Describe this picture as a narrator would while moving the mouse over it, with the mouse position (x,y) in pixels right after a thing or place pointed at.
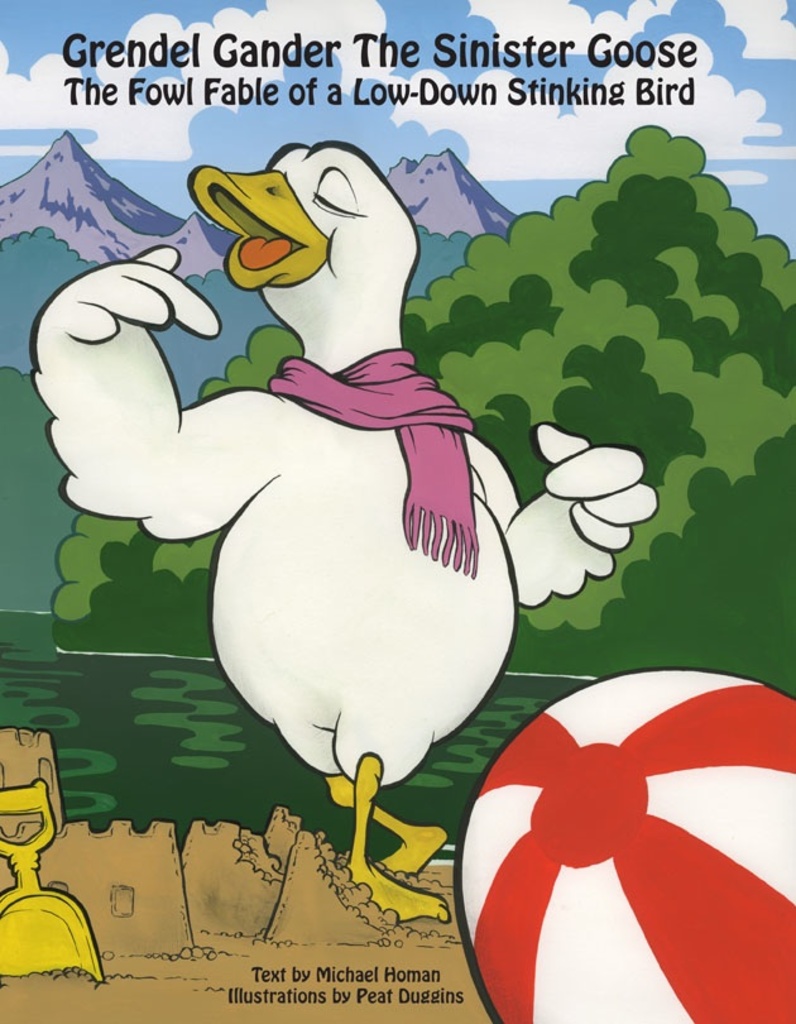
In this image we can see a graphical image of a picture in which we can see a cartoon (378,674), a ball (508,827) placed on the ground (305,1007), sand pile (27,830). In the background (703,399), we can see a group of trees (585,371), mountains (478,223) and the cloudy sky (717,124) and some text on it.
